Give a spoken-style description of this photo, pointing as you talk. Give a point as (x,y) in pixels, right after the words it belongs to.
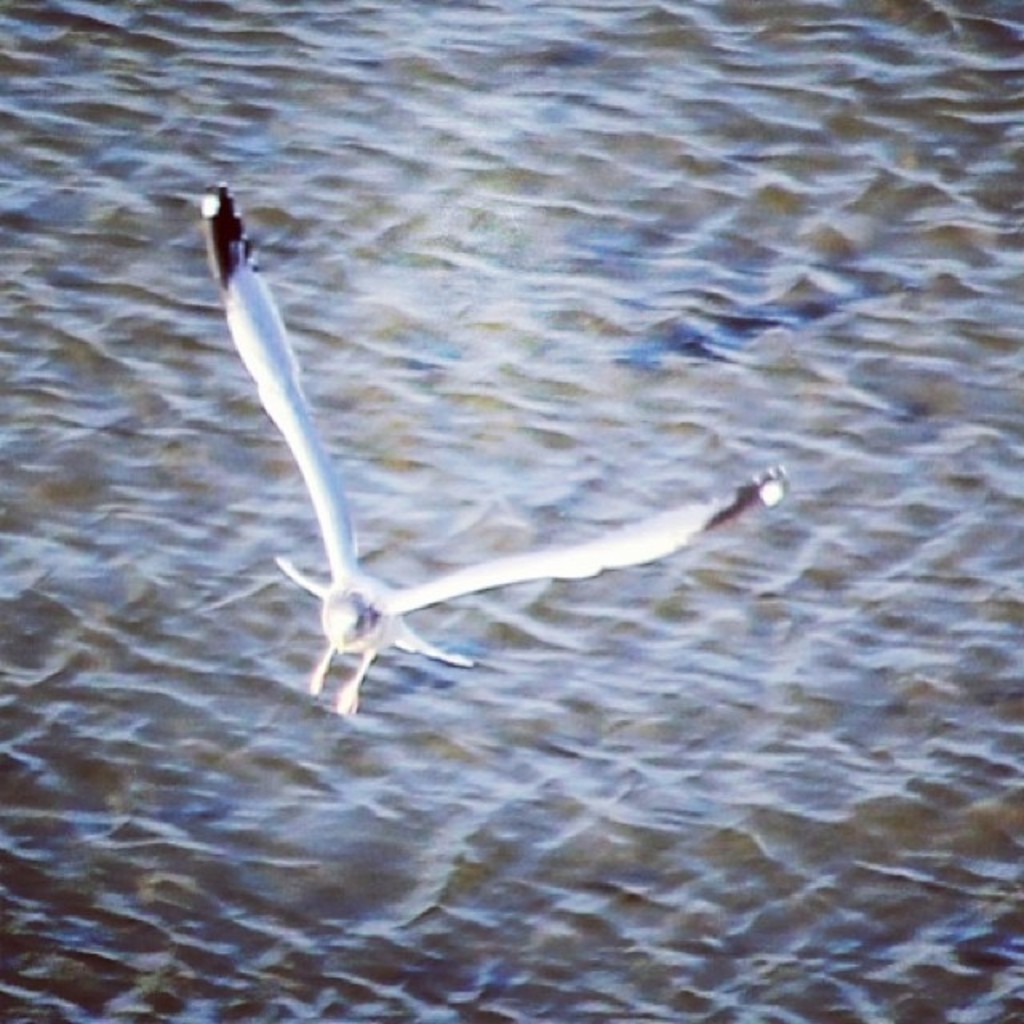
In this image we can see a bird (313,459) flying. On the backside (615,526) we can see a water body (895,599).
